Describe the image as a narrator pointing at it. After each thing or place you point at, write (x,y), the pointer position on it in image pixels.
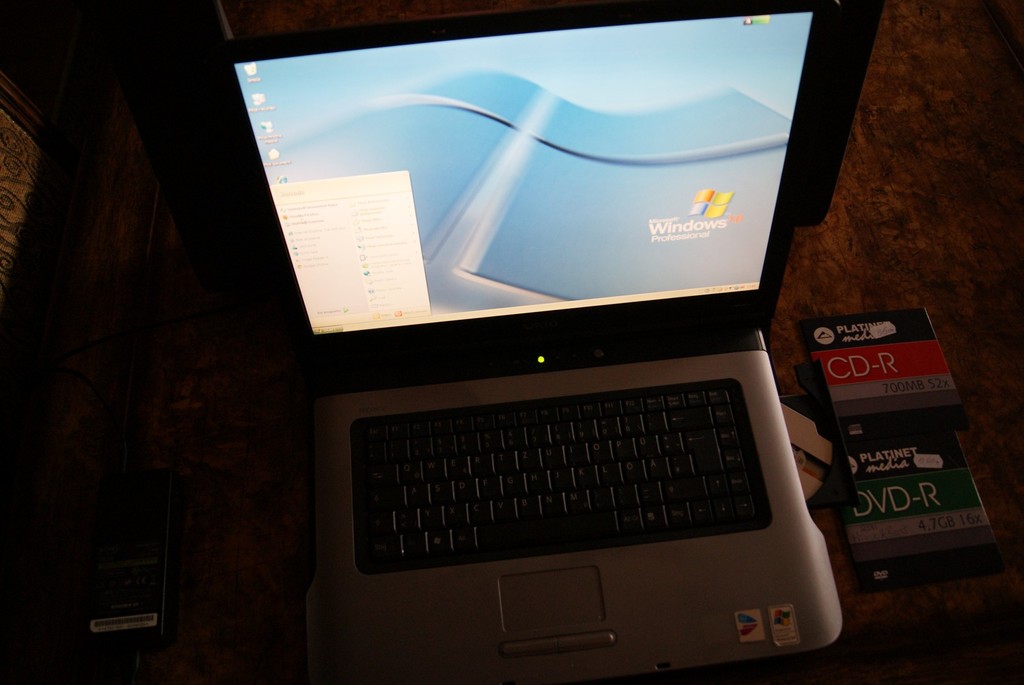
This picture contains a laptop (830,407) and DVD (913,503), which are placed on the table (781,300). In the background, it is black in color. This picture is clicked in the dark.
